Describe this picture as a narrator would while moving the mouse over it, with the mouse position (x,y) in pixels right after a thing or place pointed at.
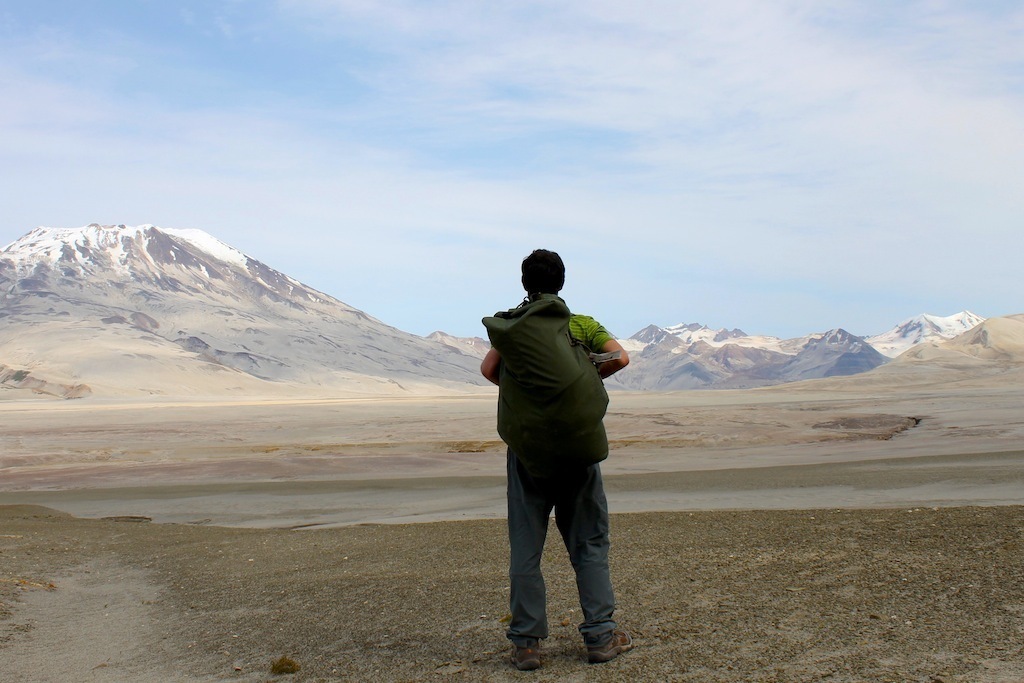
In this image there is one person (537,537) standing and holding a bag (504,400) in the middle of this image (597,444). There are some mountains (298,382) in the background (633,339). There is a ground (374,534) in the bottom of this image (492,504) and there is a sky (455,135) on the top of this image (507,123).
